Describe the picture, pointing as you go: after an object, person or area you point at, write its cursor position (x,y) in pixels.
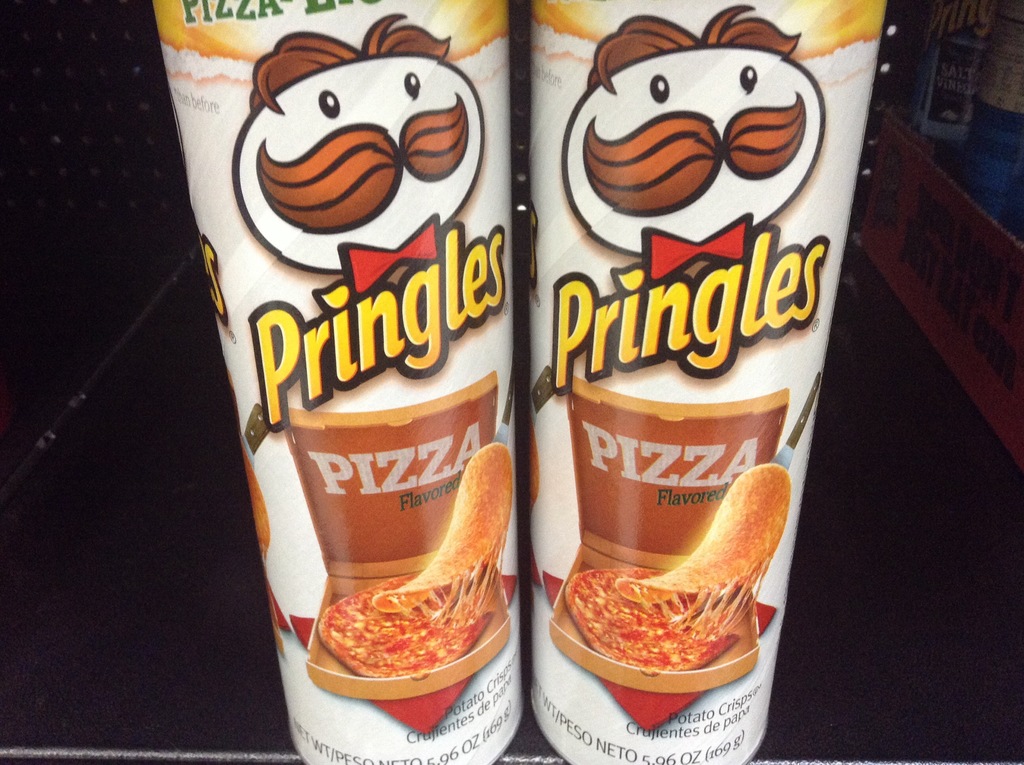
There are two bottles (463,389). On the bottle (490,334) something is written and some images (387,230) are there.
